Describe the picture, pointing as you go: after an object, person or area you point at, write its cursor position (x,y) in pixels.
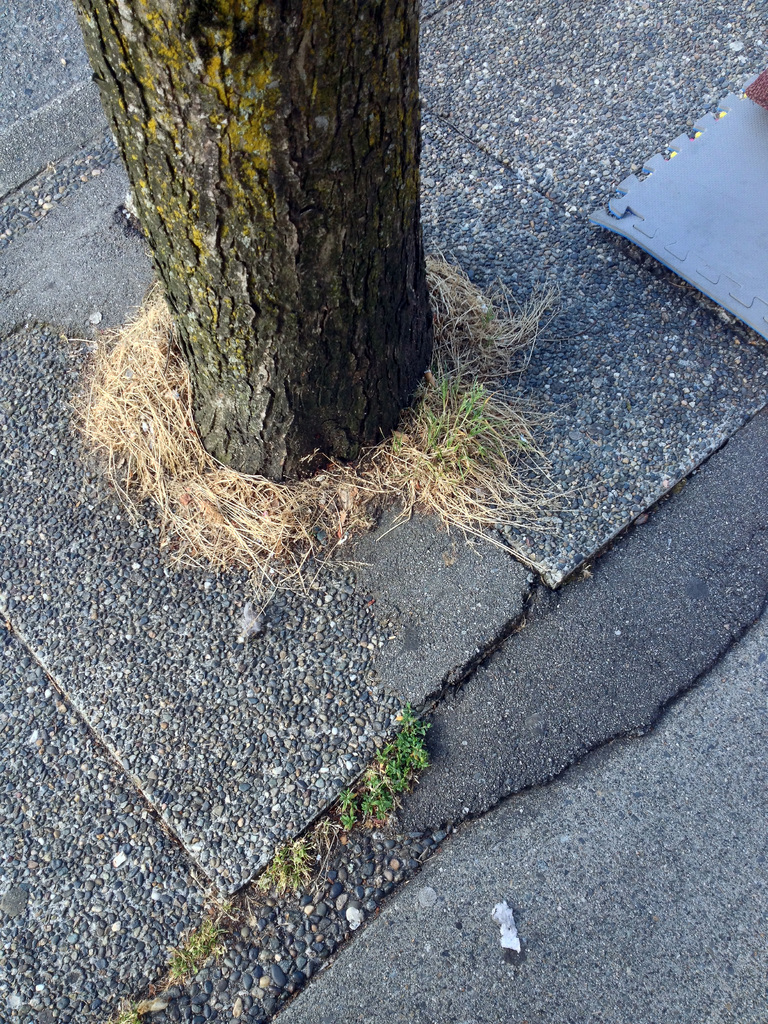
In this picture we can see a tree (285,233), at the bottom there is some grass (134,386).
